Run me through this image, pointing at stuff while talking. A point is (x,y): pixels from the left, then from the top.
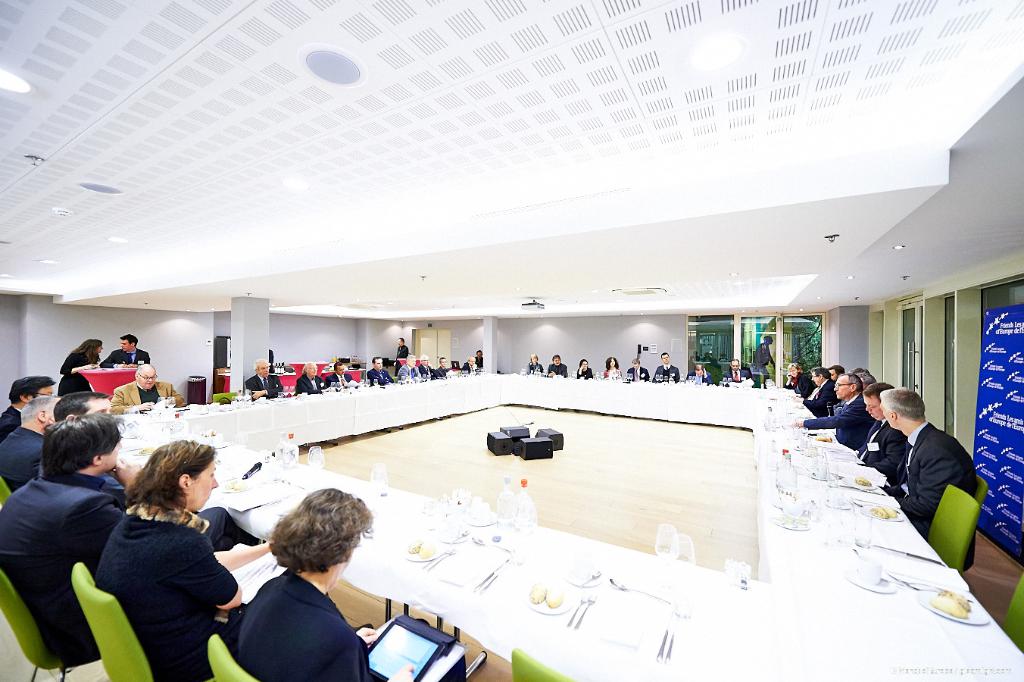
This is a huge dining hall (383,407). People (302,602) are sitting on green chairs (87,602). Most of them are wearing black dress (315,597). In front of them there is table (818,592). On the table (697,643) there is plates (549,611), cutlery (576,610) and food (535,598). On the ceiling (321,82) there are lights (112,238), speakers (357,73). On background (714,340) there is glass wall (780,335). In the right (914,347) there is door (908,361).
